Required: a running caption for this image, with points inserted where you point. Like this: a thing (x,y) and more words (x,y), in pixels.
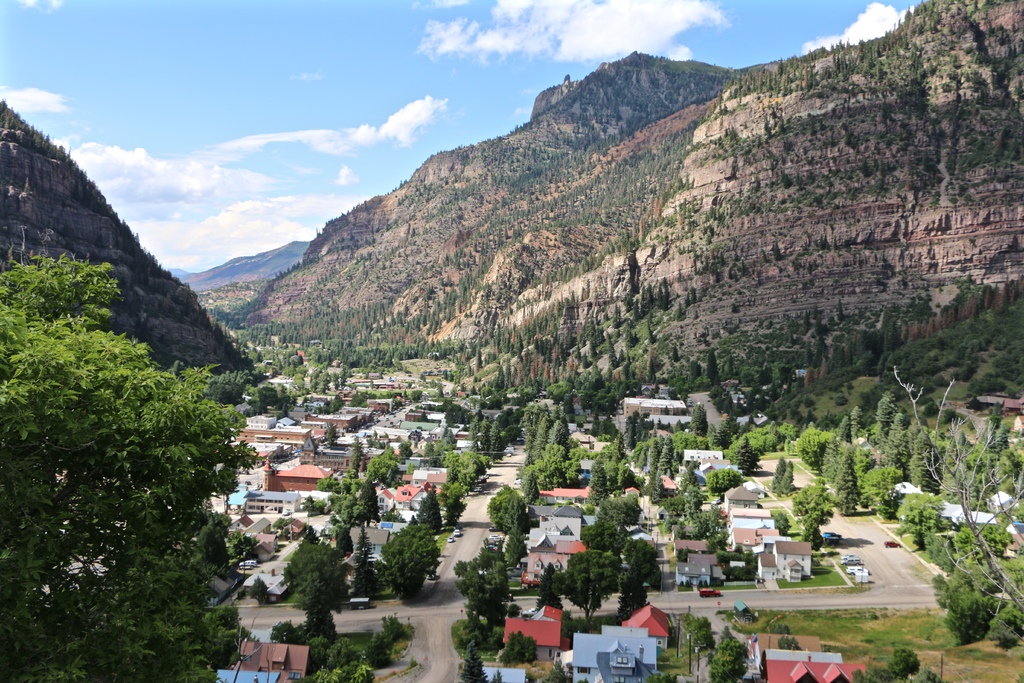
In this image we can see a few houses (635,649), there are some trees (80,614) and vehicles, in the background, we can see the sky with clouds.
